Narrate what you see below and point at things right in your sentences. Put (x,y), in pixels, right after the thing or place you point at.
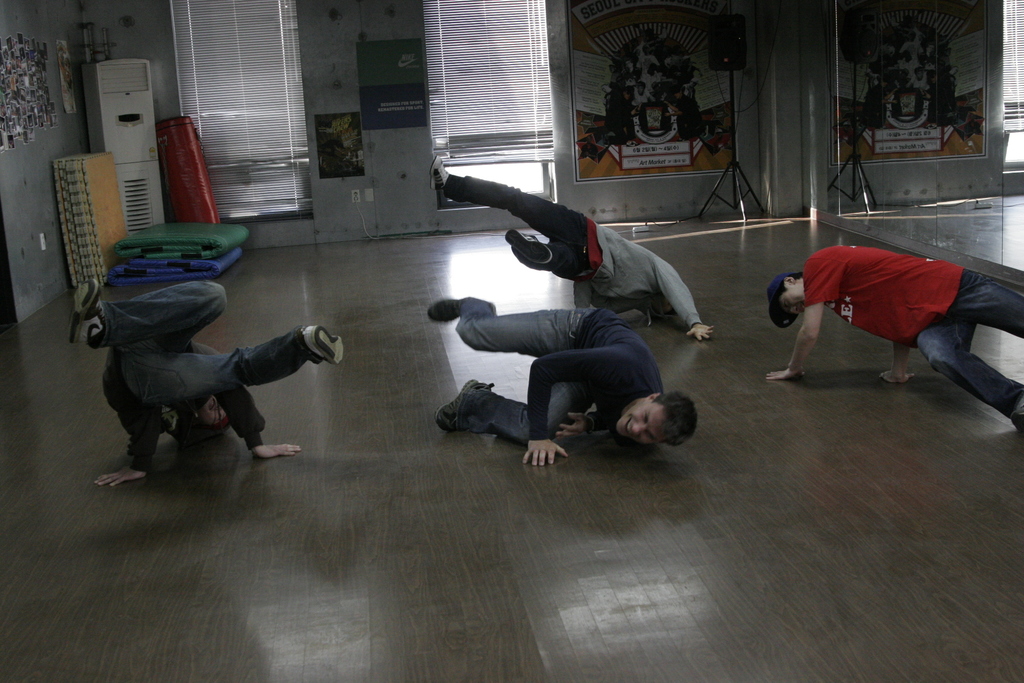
In this picture, we can see a few people (563,323) dancing, we can see the ground (271,317), with some objects (122,176) on the ground (344,310) like speaker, mats (161,238), cooler (129,143), and we can see the wall (364,144) with posters (865,154), mirrors (968,102).
